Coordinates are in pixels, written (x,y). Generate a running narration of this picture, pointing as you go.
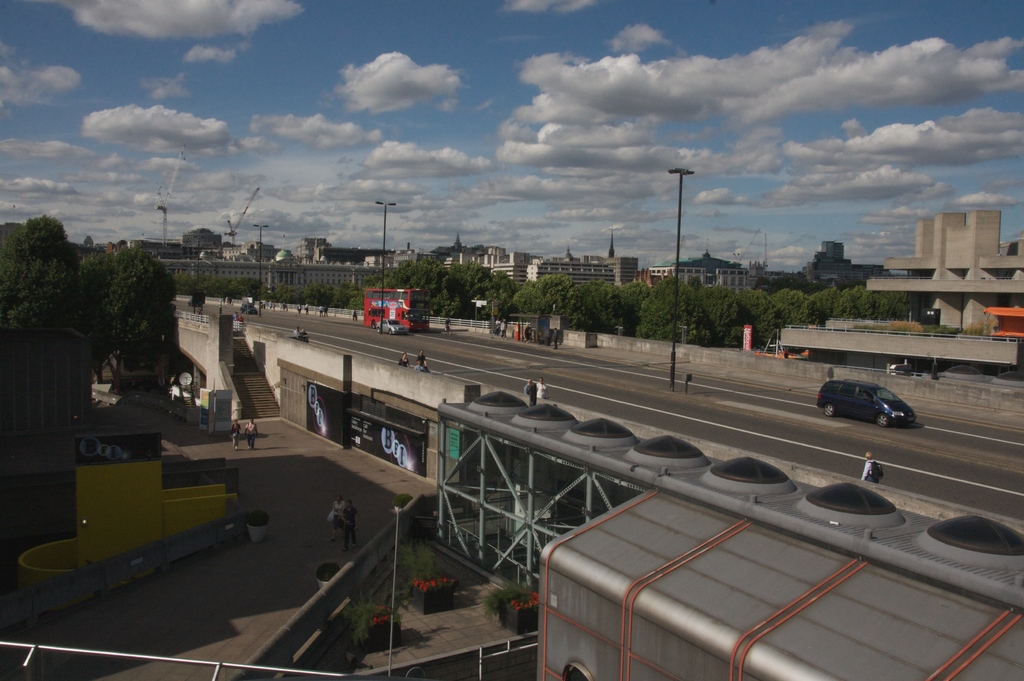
It is the outside view. In this image, we can see so many trees (127,342), buildings (1015,301), bridge (556,382), vehicles (848,391), stairs (264,398), rods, poles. Here we can see few people (501,325). Top of the image (669,107), there is a cloudy sky (538,174).
